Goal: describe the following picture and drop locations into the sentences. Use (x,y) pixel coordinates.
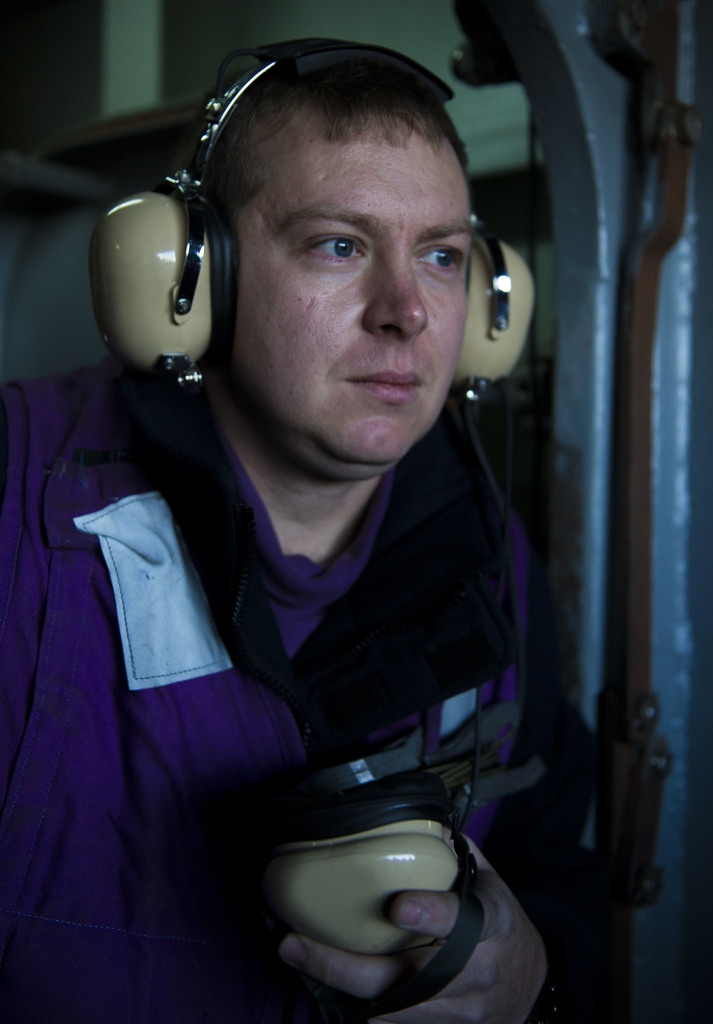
In this image we can see a person (248,192) wearing and holding a headset (366,857). On the right side of the image (579,388) we can see an iron object (621,464).
